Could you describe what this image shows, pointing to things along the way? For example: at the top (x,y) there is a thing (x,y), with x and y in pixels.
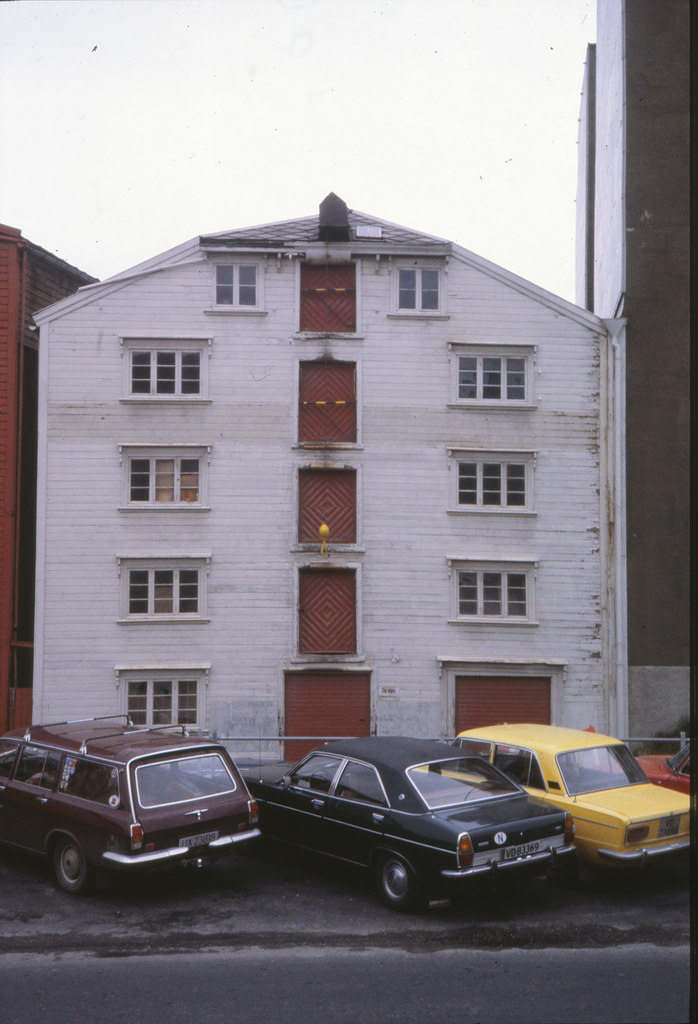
In this image I can see the ground (260,950), few vehicles (213,780) on the ground (203,981) and few buildings (523,609). In the background (229,84) I can see the sky (344,113).
